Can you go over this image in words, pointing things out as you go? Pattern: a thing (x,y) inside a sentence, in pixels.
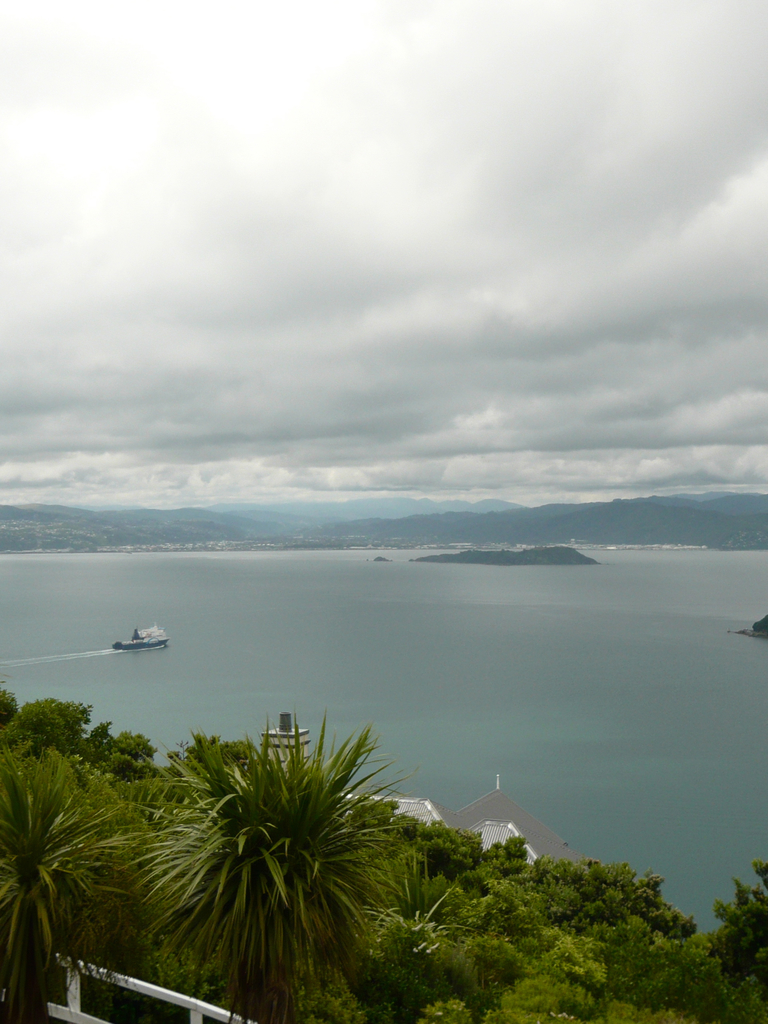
In this image I can see a boat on the water (229,615) and trees (313,874). In the background (556,520) I can see mountains (481,523) and the sky (365,366).
